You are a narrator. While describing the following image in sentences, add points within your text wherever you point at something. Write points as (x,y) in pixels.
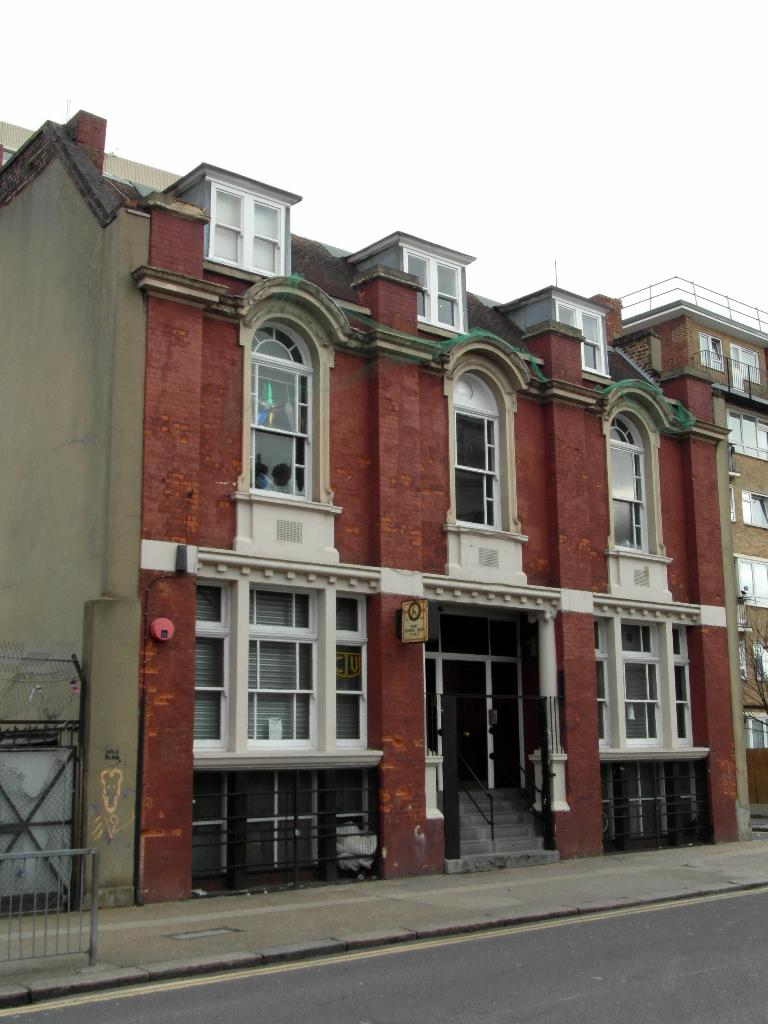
In this image I can see a building (469,453) along with the windows (265,659). At the bottom of the image (455,970) there is a road (537,962). Beside the road (370,970) I can see railing (68,892) on the footpath (207,940). On the top of the image (410,138) I can see the sky (357,121).
